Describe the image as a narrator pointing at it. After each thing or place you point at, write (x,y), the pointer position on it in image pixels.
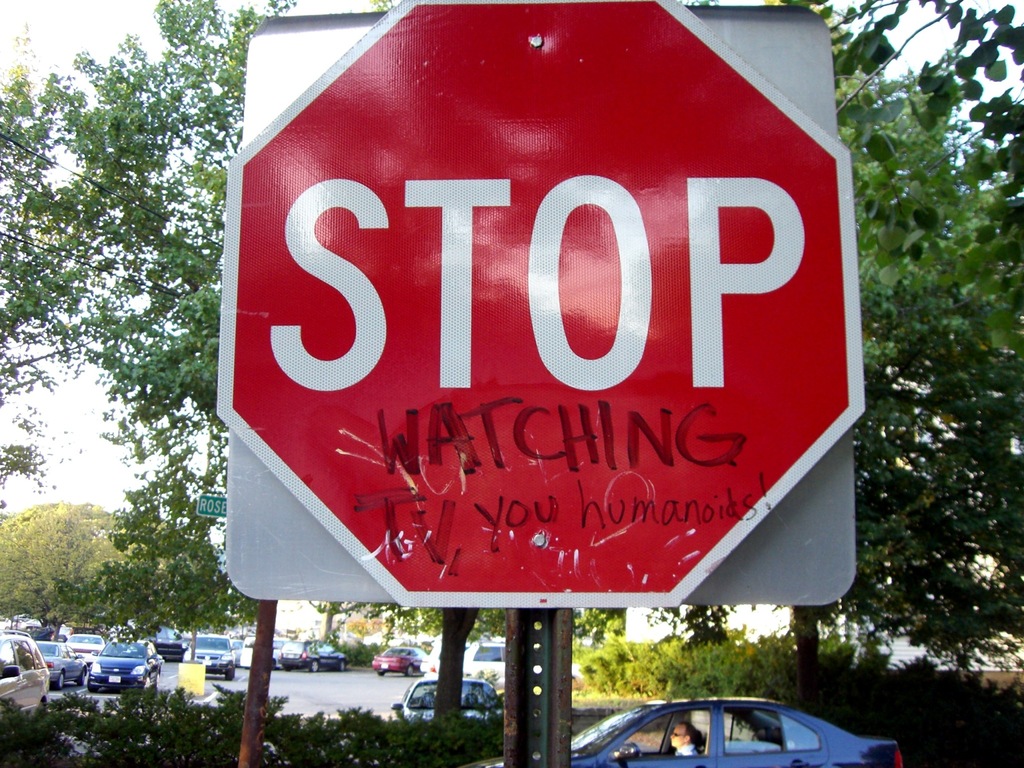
In this image, in the middle (514,414), we can see a board (622,415), on which, we can see some text (745,288) written on it. On the right side (716,729), we can see a car (757,726), in the car (701,727), we can see a person (676,751) riding it. On the right side (970,207), we can also see some trees (965,246) and plants (707,645). On the left side (144,680), we can also see a few vehicles (133,686) which are moving on the road (386,693), hoardings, trees (130,590), plants (453,762). In the middle of the image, we can see a metal pole (532,722), cars (421,690), trees (463,675). At the top (123,42), we can see a sky (57,21), at the bottom (372,698), we can see a road (332,706) and a few plants (974,725).
